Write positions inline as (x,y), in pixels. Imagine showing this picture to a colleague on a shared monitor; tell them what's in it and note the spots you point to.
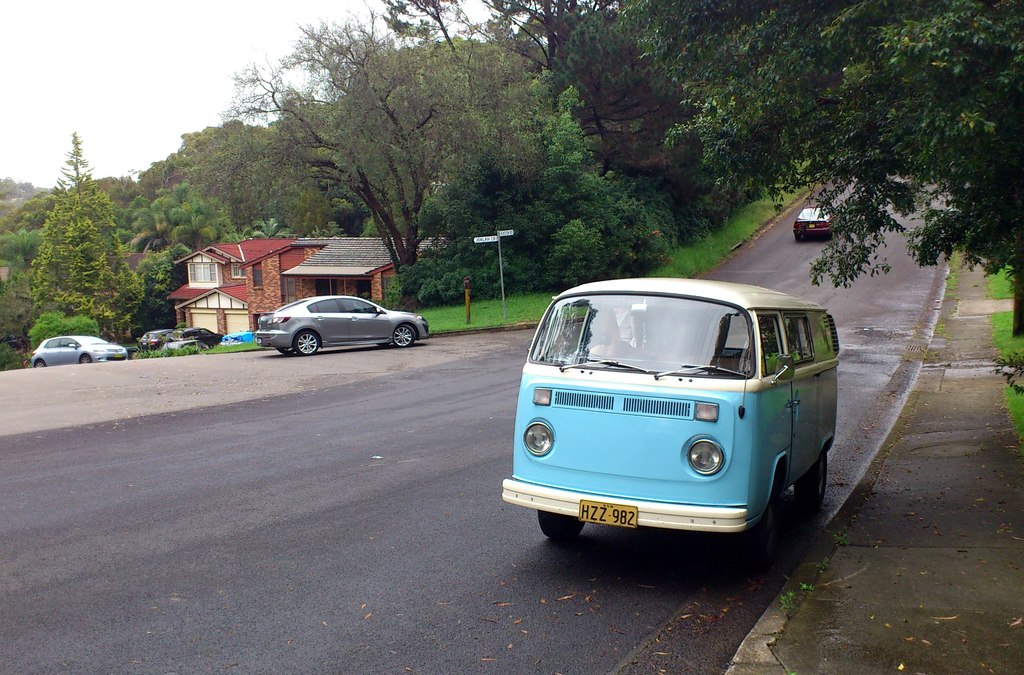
In this image we can see a group of cars (708,351) parked on the road (453,464). In the background (563,129), we can see a group of trees (569,190), a signboard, building (333,265) and sky (128,89).
